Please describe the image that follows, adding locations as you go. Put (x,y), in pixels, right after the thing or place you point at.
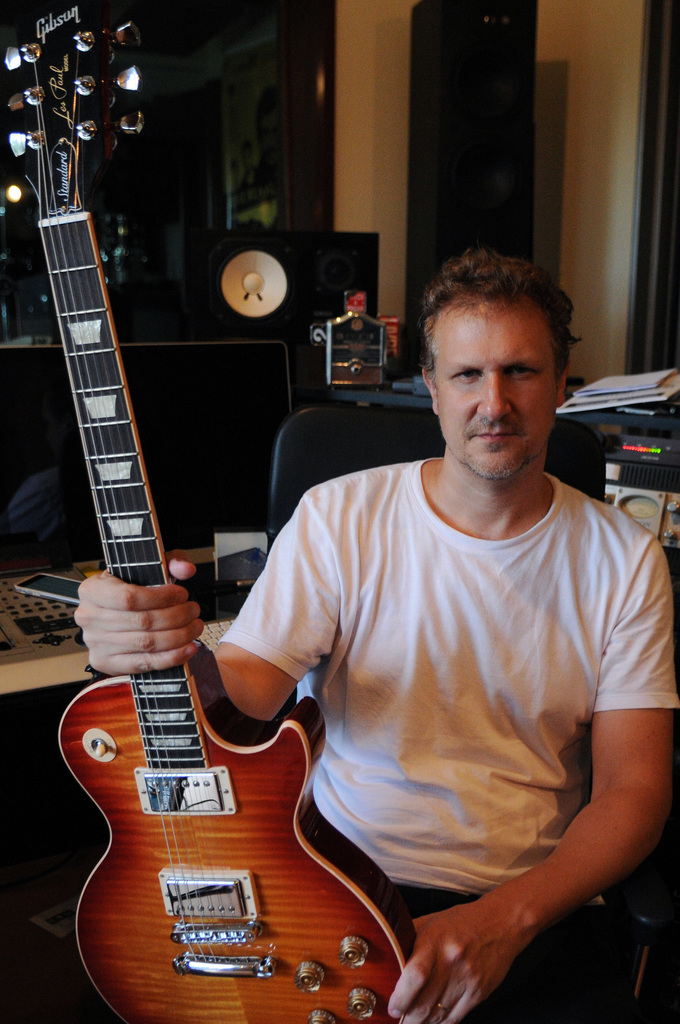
In this image I can see a man (426,562) is sitting and he is holding a guitar (44,74). In the background (58,591) I can see a phone (53,579), a television (146,418) and a speaker (430,240). I can also see he is wearing white t-shirt (395,683).
